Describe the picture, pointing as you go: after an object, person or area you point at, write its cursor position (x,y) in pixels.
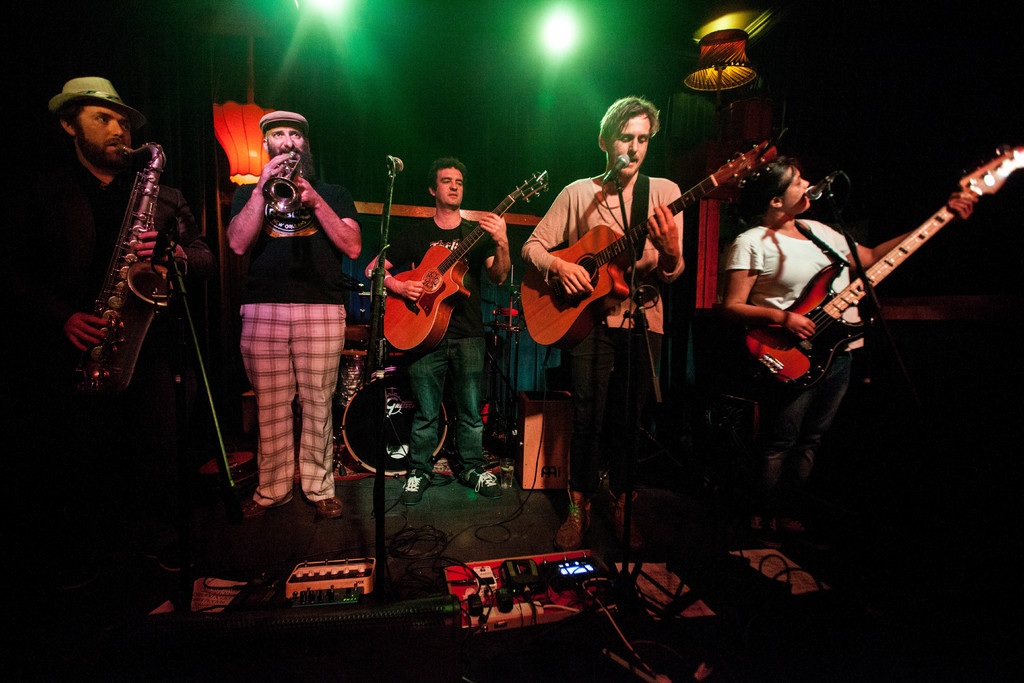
In this image there are five people (333,377) playing musical instruments (552,303). On the right (790,260) there is a woman (791,245) she is playing guitar (901,248). On the left (120,207) there is a man (99,261) he wear hat (79,95) he is playing saxophone (125,327). In the background (365,350) there is a drum (356,398), light (554,11) and wires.
